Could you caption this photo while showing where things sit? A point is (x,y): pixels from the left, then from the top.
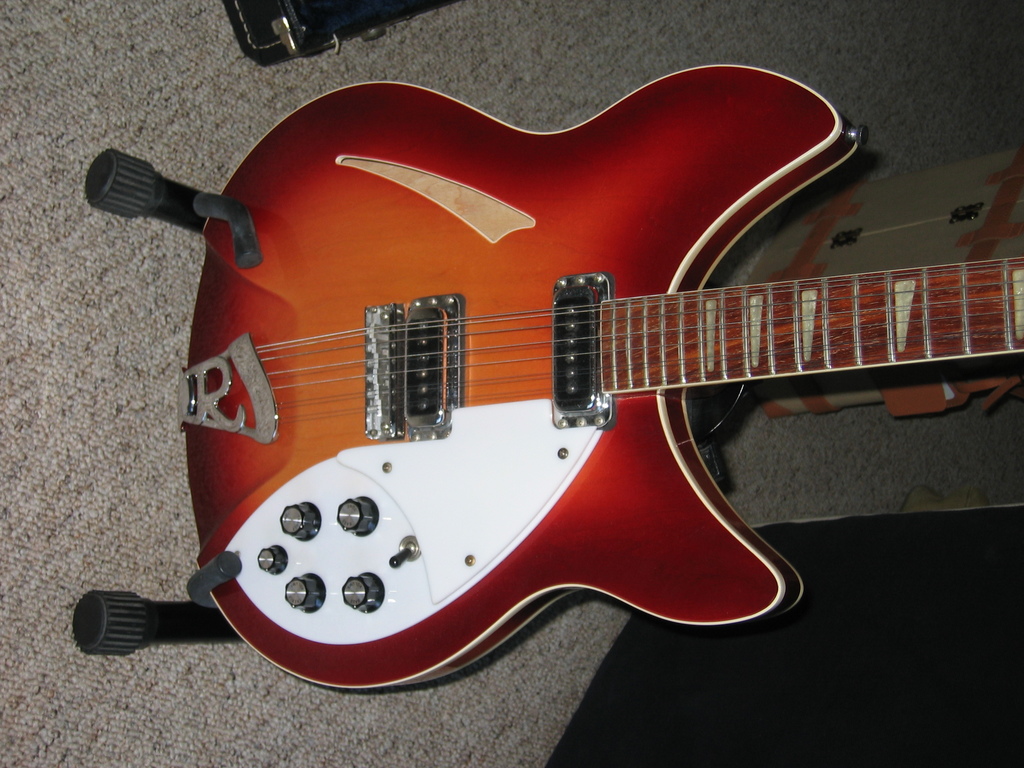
There is a guitar (488,416) in the picture which is placed on the stands (141,639) with strings (498,346) and tuners (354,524) here. The guitar (375,513) is red in color.
